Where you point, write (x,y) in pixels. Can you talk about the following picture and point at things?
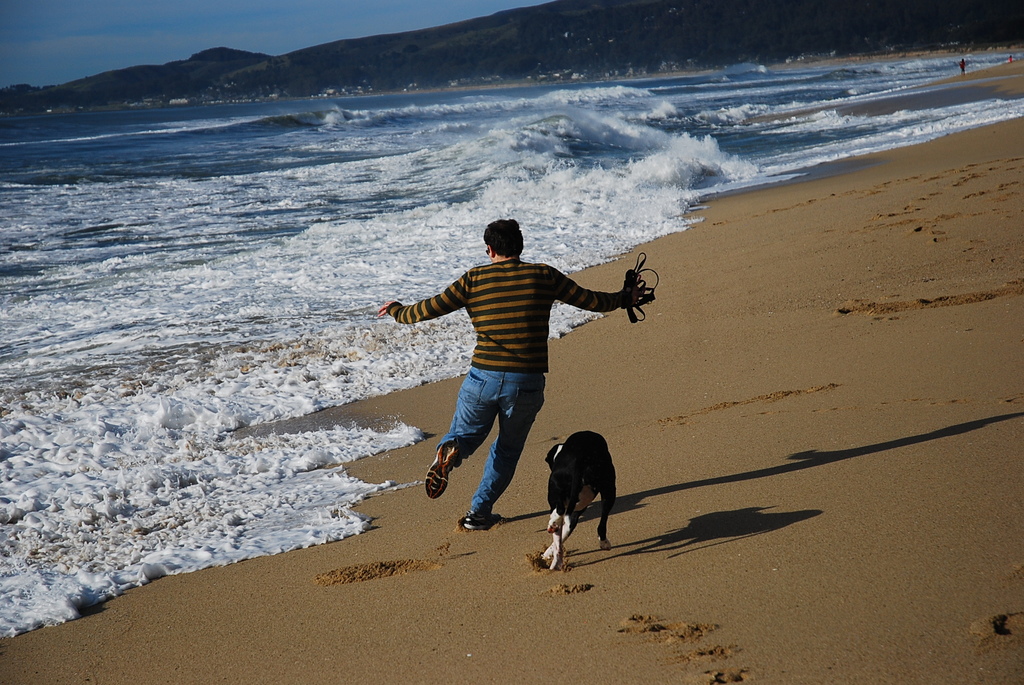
In this image we can see a person (486,490) and a dog (569,461) running and the person (593,301) is holding a leash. Beside the person (450,298) we can see the water (429,197). At the top (454,83) we can see the mountains (469,71) and the sky (300,47).
